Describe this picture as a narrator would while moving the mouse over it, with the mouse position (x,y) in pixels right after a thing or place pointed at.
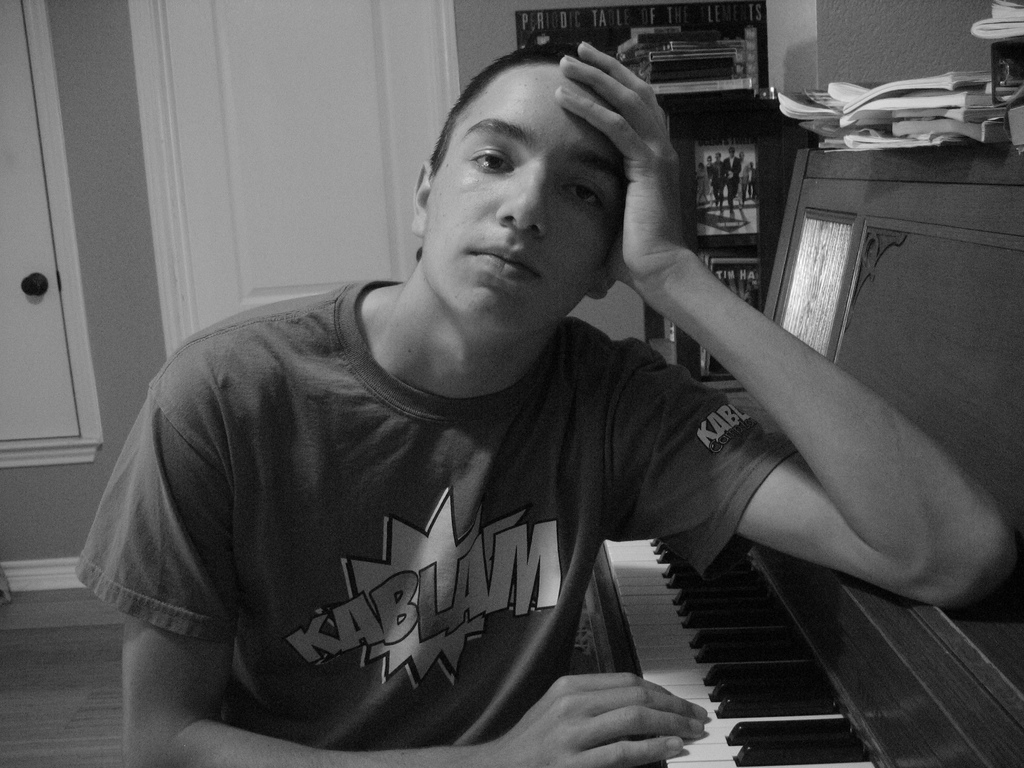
A boy (440,342) is sitting beside a piano (770,641) posing to camera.
